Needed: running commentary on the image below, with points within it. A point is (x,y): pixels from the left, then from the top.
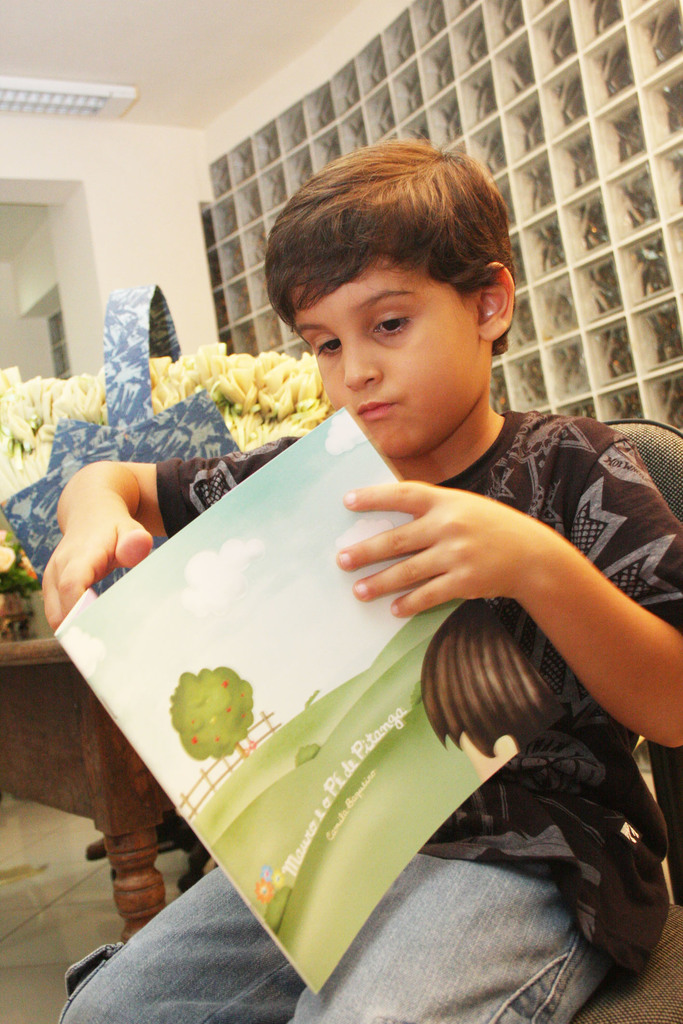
In the middle of the image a boy (641,652) is sitting on a chair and holding book (495,624). Behind him there is wall (677,249). Top of the image (257,84) there is roof (280,59).
